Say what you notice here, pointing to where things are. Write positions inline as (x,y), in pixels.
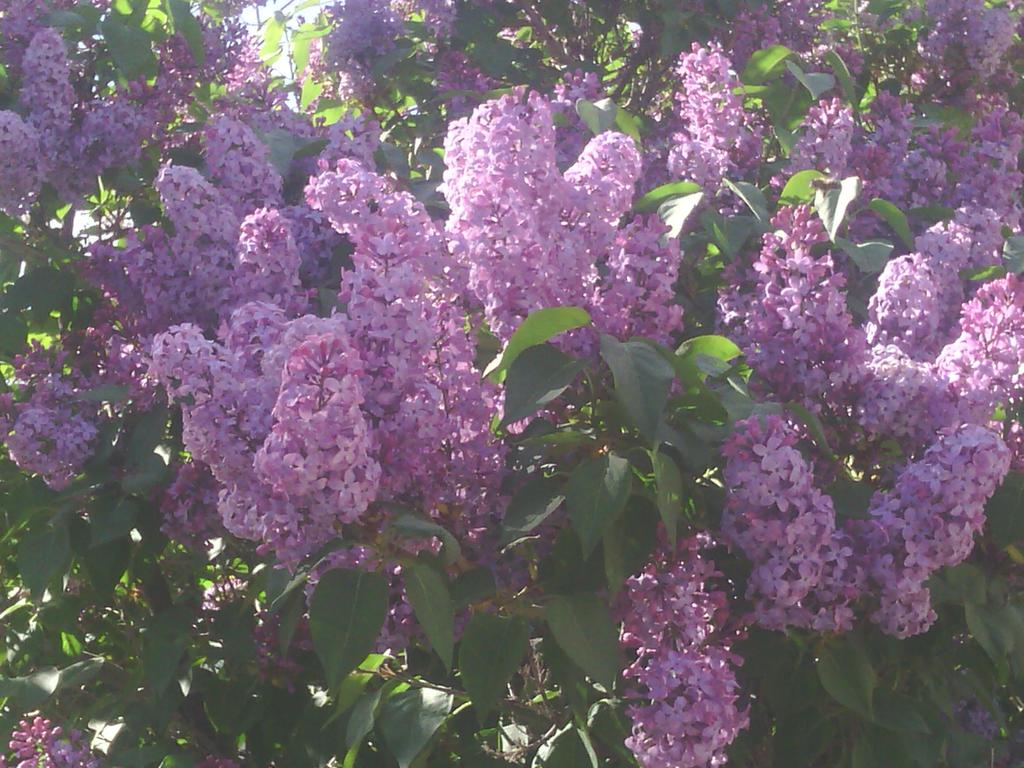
This is the picture of some plants (598,352) with flowers (641,231) and we can see the flowers (312,423) in purple color.
